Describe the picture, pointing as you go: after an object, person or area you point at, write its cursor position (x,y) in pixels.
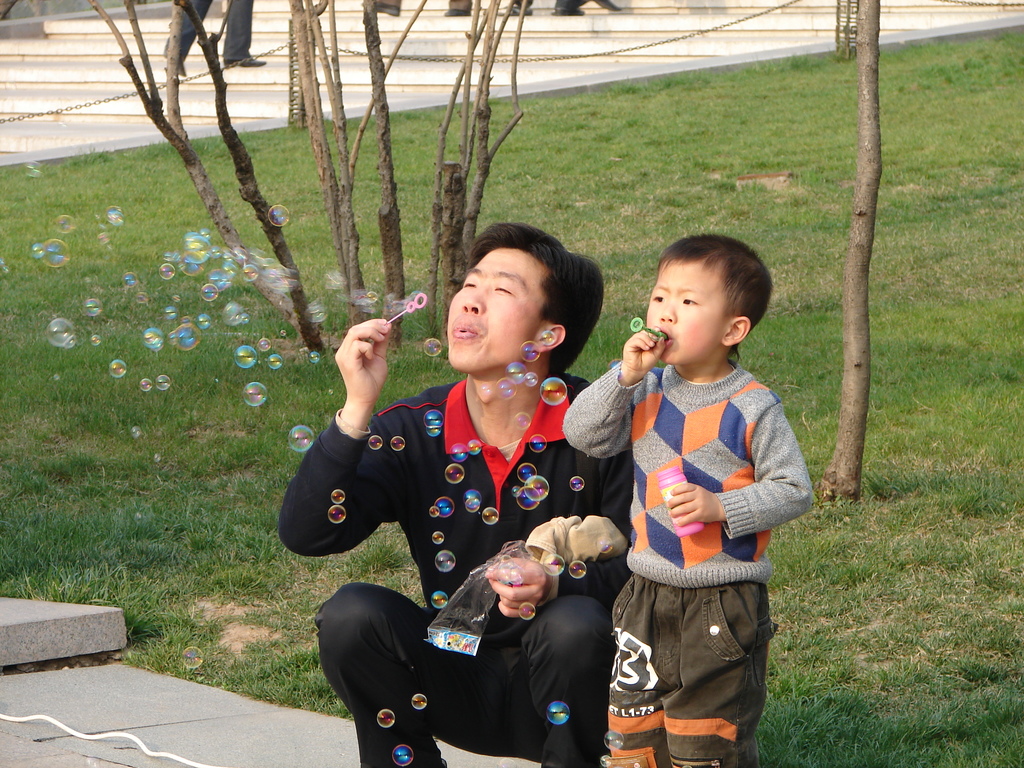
In this image we can see a man (341,475) and a boy (696,738) and they both are blowing bubbles (617,735) and we can see few tree trunks (861,359) and grass (222,245) on the ground (606,136). We can see few persons legs (183,25) in the background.
